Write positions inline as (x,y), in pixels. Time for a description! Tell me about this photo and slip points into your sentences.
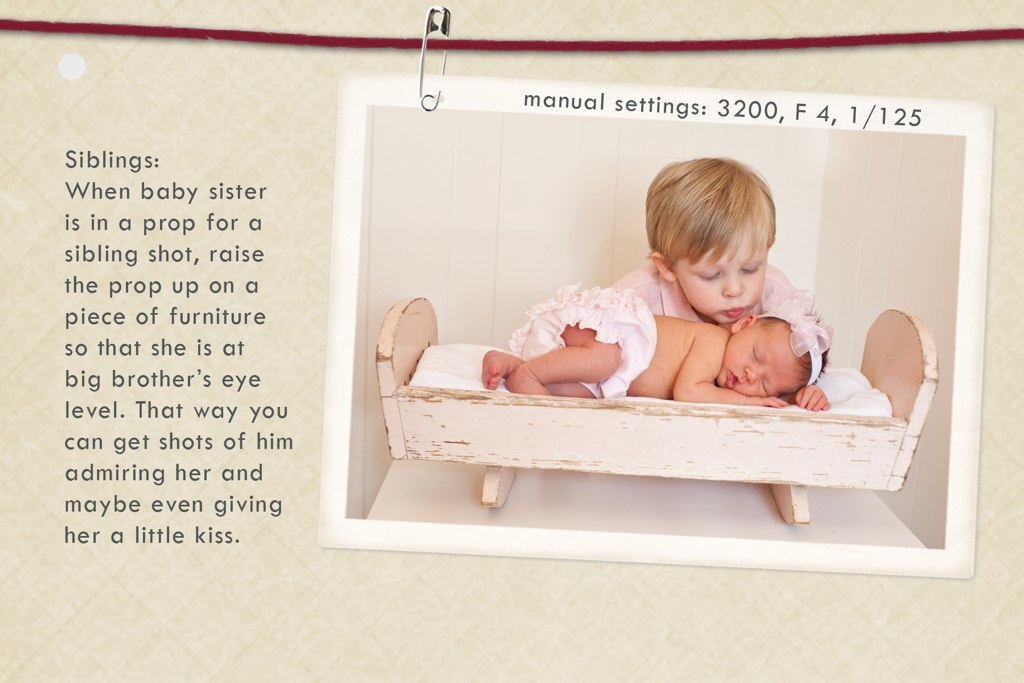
There is a poster (507,541). A matter (170,444) is written at the left (191,532). There is an image (518,256) of a baby (726,366) sleeping and a child (643,288) is present behind her. There is a safety pin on the top (426,27).
